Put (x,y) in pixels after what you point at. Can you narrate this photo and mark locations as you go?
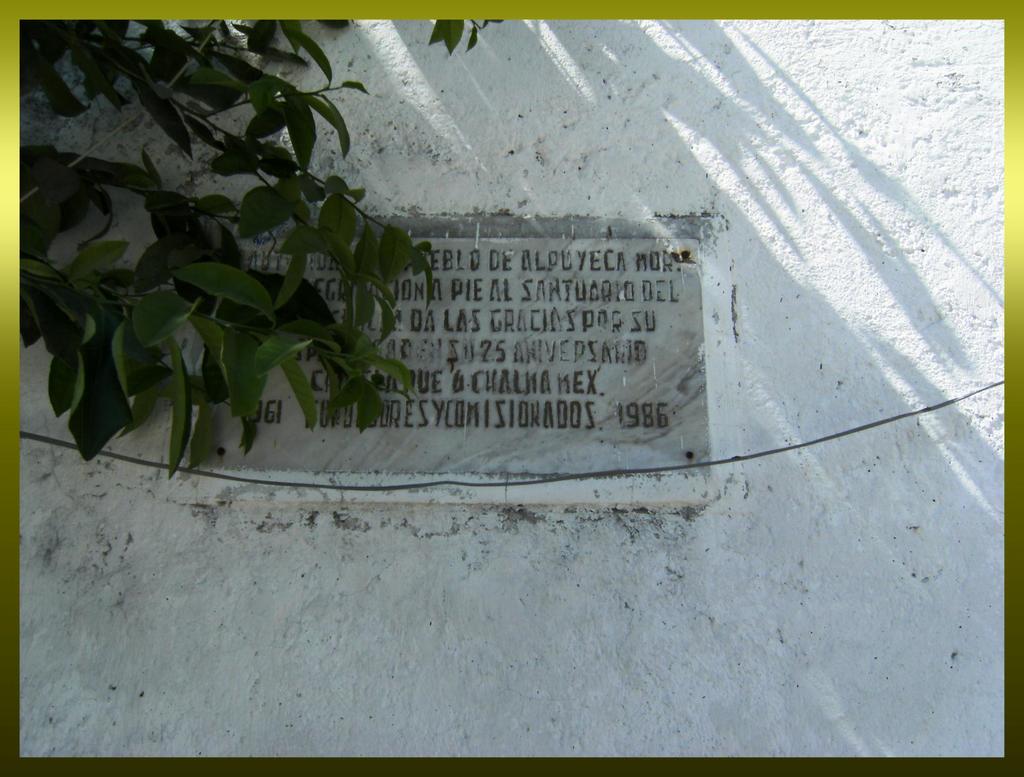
In this picture I see the wall (270,554) in front (803,119) and in the middle of this picture (514,306) I see something is written and on the left of this image (38,160) I see the leaves (64,48).
